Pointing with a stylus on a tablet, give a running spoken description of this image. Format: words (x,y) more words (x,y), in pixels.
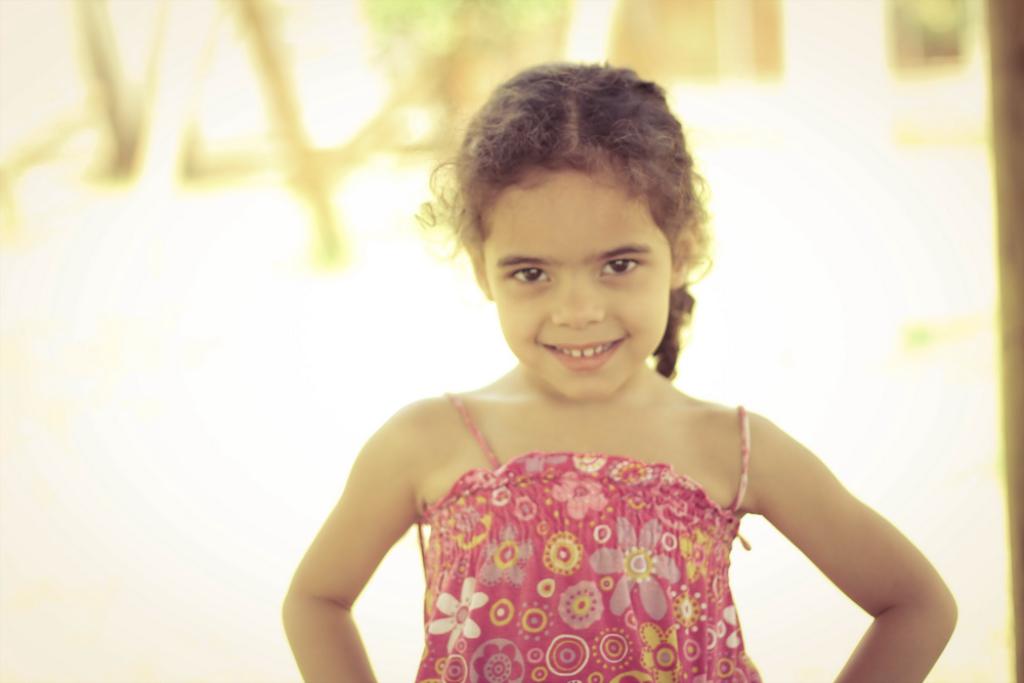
A girl (544,365) is standing wearing pink dress (464,551). The background (390,119) is blurred.
